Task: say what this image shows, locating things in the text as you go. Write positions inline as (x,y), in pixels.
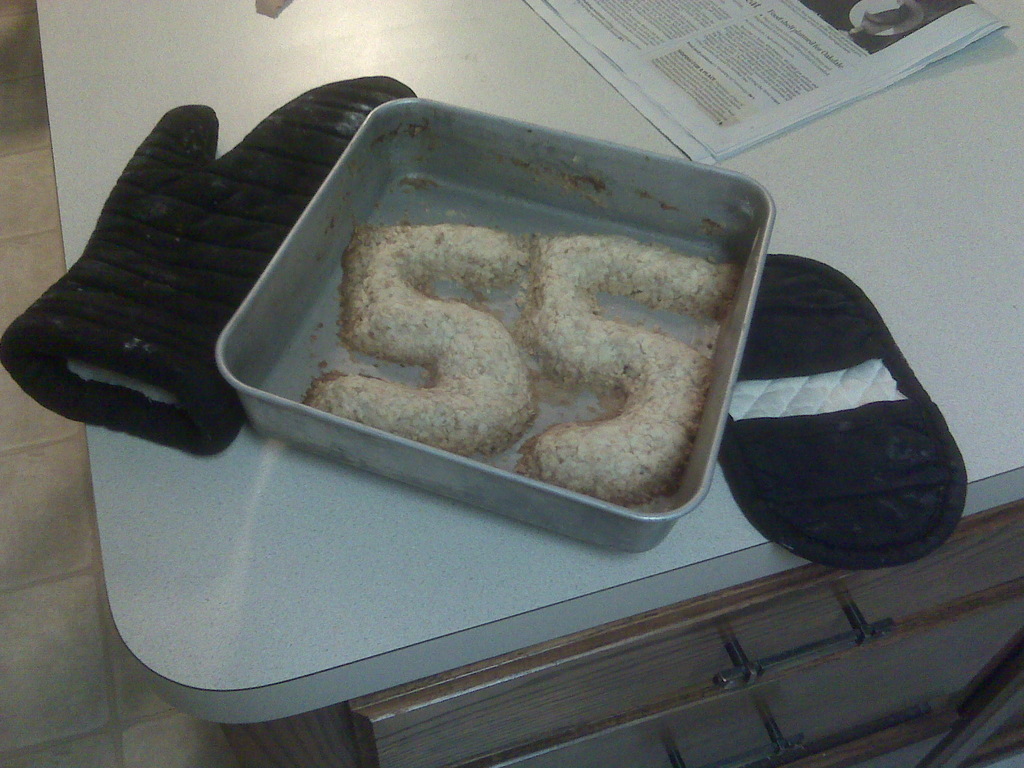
In this picture, we see a baking tray (522,326) containing food item (468,302), a black glove (237,207) and something in black color is placed on the table (412,533). We even see a newspaper (711,122) is placed on the white table (827,136). On the left side (54,541), we see the floor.
